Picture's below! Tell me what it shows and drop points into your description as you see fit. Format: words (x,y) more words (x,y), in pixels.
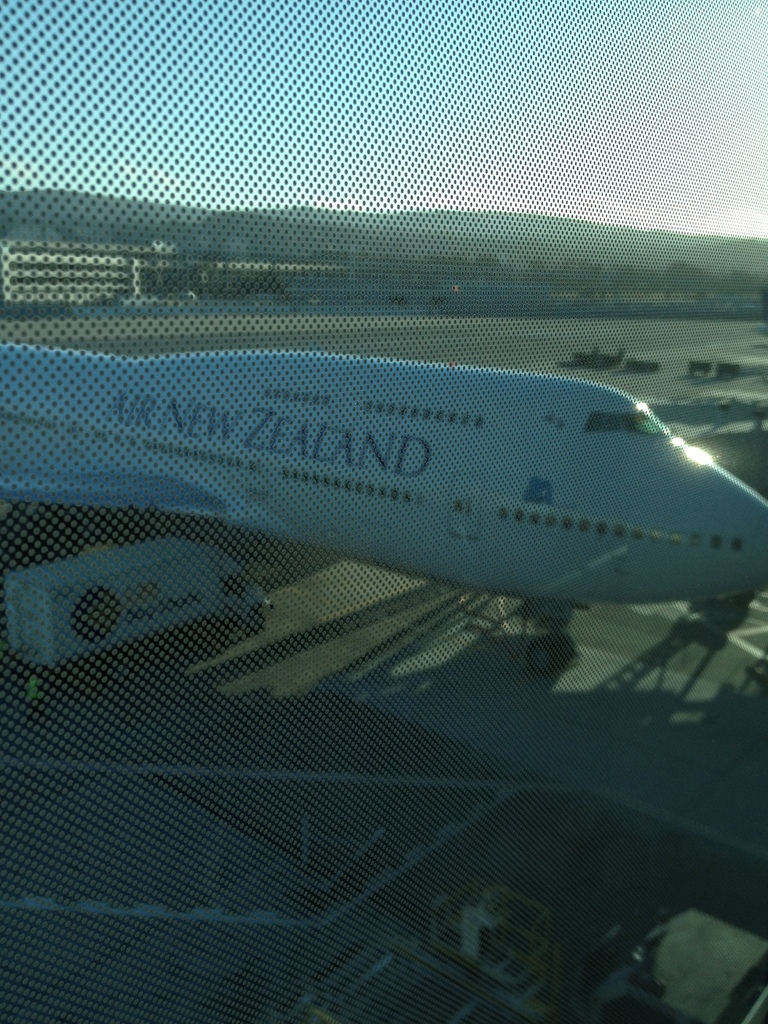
This is glass (283,489). From the glass (415,728) we can see an aeroplane (385,552) on the road (675,379). In the background (377,167) we can see trees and sky (447,126).
